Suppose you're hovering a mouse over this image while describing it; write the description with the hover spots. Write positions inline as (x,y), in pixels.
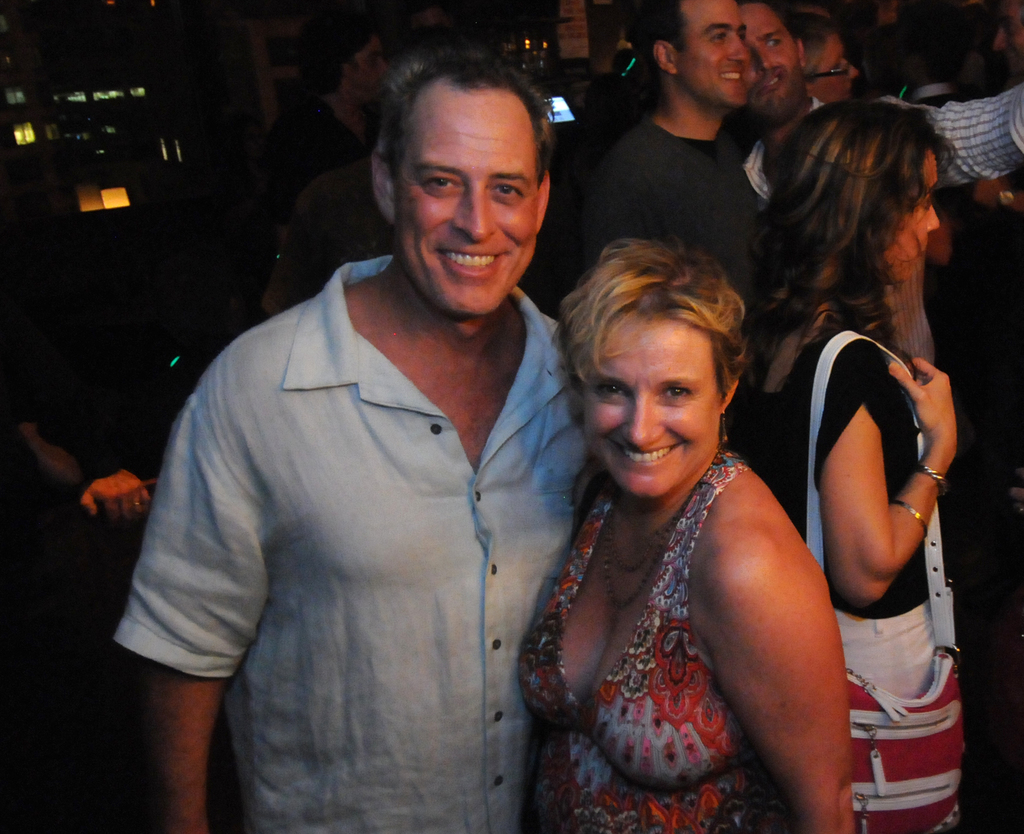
In this image there are a few people (676,369) standing. In the foreground (309,446) there is a man (502,422) and a woman (629,513) standing. They are smiling. The background (103,279) is dark.
